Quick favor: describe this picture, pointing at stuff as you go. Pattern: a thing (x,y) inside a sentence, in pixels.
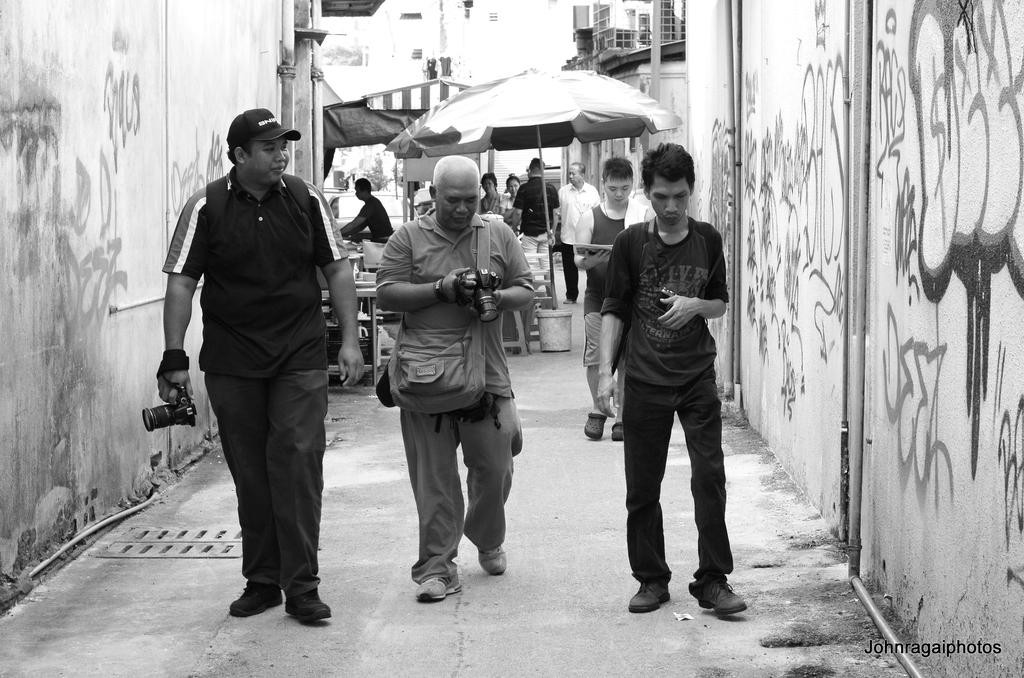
It is the black and white image in which there are three persons (351,349) walking on the floor (470,603). In the middle (458,317) there is a person (457,326) who is looking into the camera. On the left side (243,282) there is a person (227,350) who is walking by holding the camera (158,408). In the background (478,117) there are umbrellas (465,101) under which there are tables (364,246) and chairs (374,249). Beside the umbrellas (550,78) there are few people (534,182) standing on the floor (579,295). On the right side (802,157) there is a wall (829,215) on which there is painting (969,142).
